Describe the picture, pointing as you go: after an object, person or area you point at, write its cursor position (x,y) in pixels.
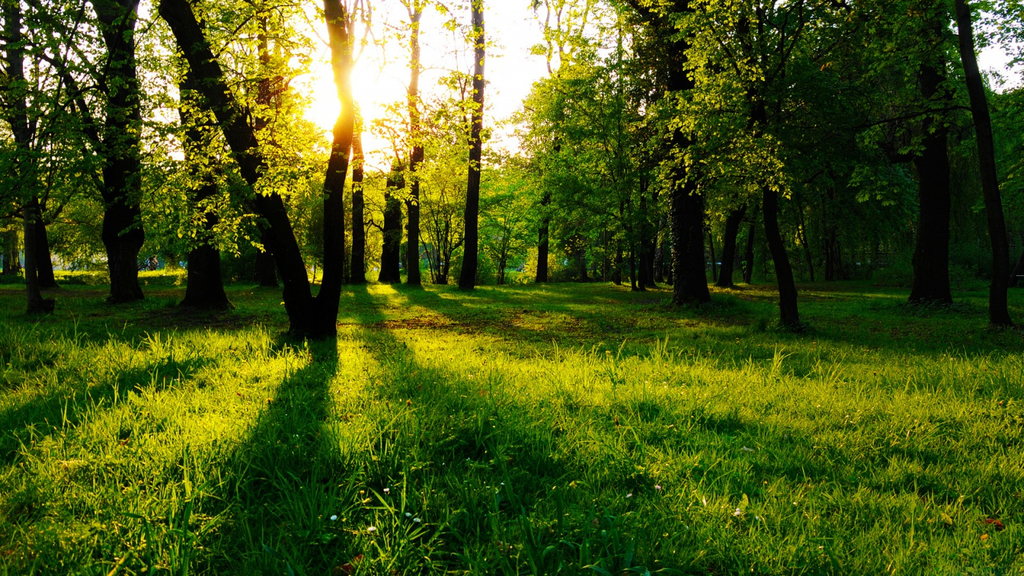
In this image we can see grass (532,370), few trees (479,216) and the sky (524,56) in the background (484,80).
